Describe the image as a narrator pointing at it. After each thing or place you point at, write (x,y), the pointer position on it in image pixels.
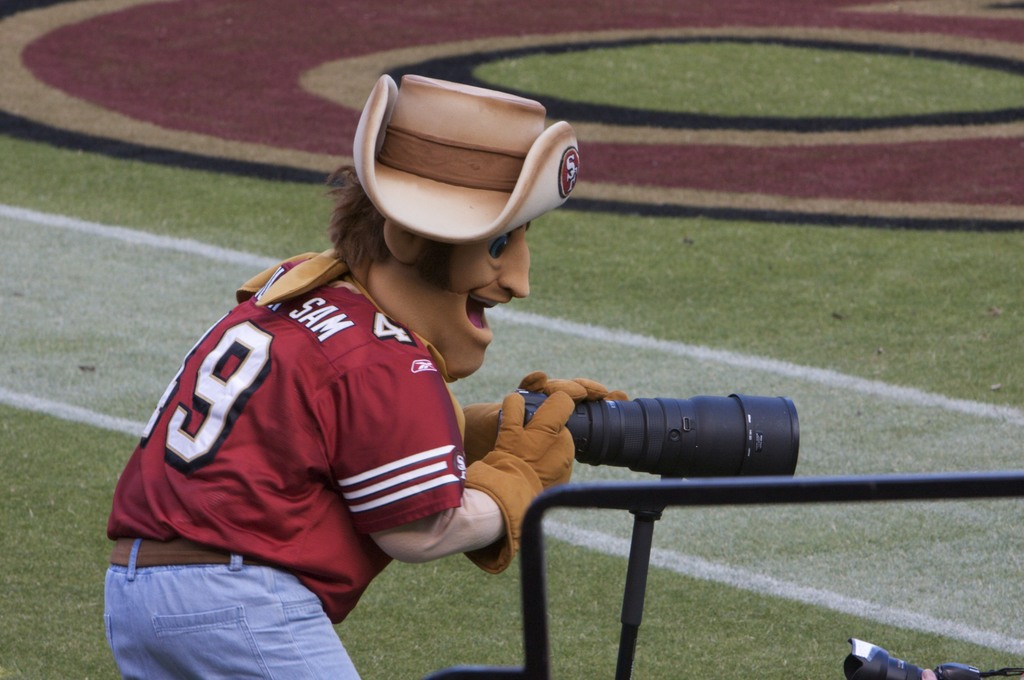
In this image there is one person (368,445) who is wearing a hat (440,230) and some costumes (496,455) and he is holding a camera (689,435), at the bottom (753,494) there is grass (865,454) and there are some sticks (562,499).
